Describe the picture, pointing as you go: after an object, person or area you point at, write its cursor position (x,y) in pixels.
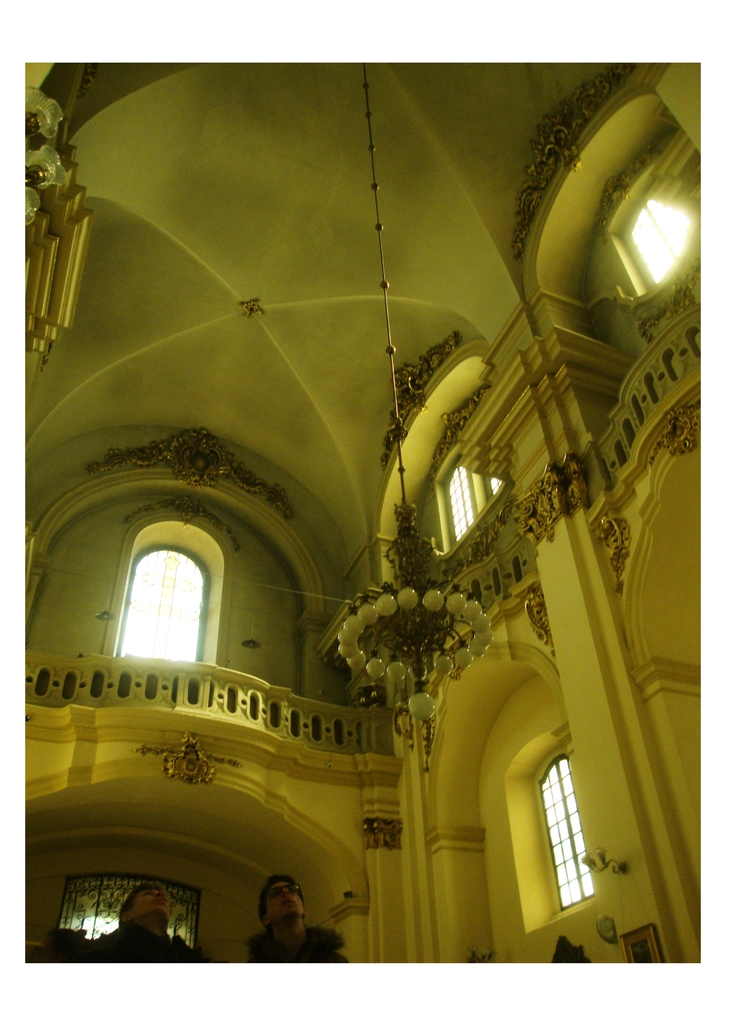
In this image, we can see the inner view of a building (436,854). There are a few people (284,878). We can see the wall (605,801) with some windows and sculptures (424,372). We can also see a light (442,621) attached at the top (364,76). We can see some objects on the left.
